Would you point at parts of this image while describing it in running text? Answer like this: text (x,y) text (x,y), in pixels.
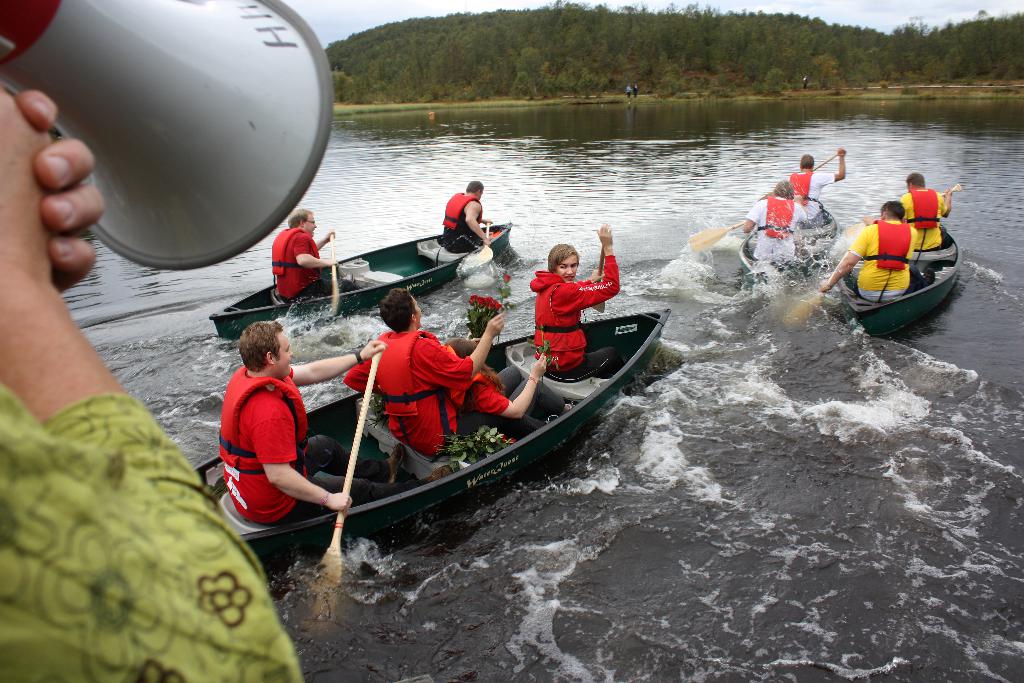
In this image there is water (715,460) in the middle (672,389). In the water (672,399) there are four boats (512,345). In the boats (339,419) there are few people (443,391) sitting by wearing the jackets (415,427) and holding the sticks (362,432). On the left side (47,488) there is a person (47,327) who is holding the mic (126,82). In the background (637,65) there are trees (769,39).
